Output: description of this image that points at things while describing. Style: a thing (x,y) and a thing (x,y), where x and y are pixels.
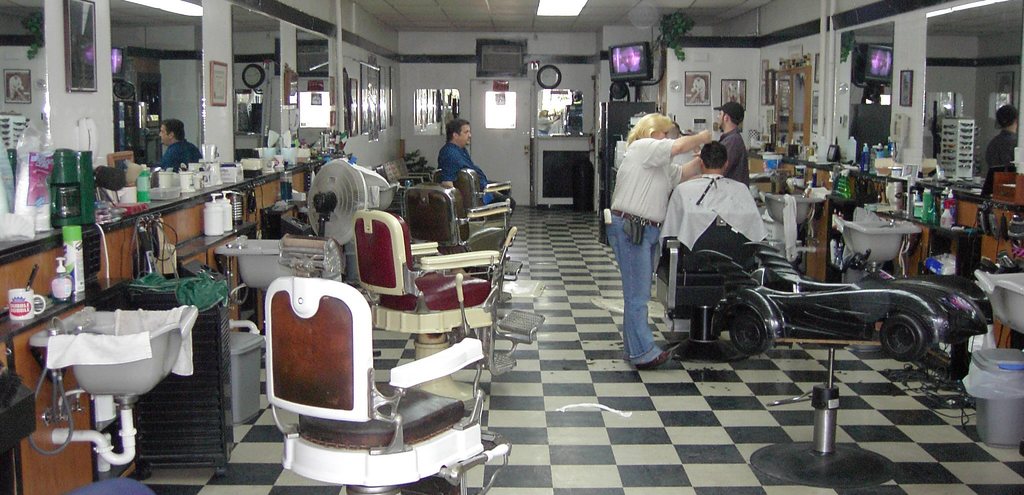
As we can see in the image there is a white color wall (55,53), mirrors (135,62), few people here and there, doors (487,151), television (643,72), sink (821,193), bottles (930,197) and a fan (357,185).
